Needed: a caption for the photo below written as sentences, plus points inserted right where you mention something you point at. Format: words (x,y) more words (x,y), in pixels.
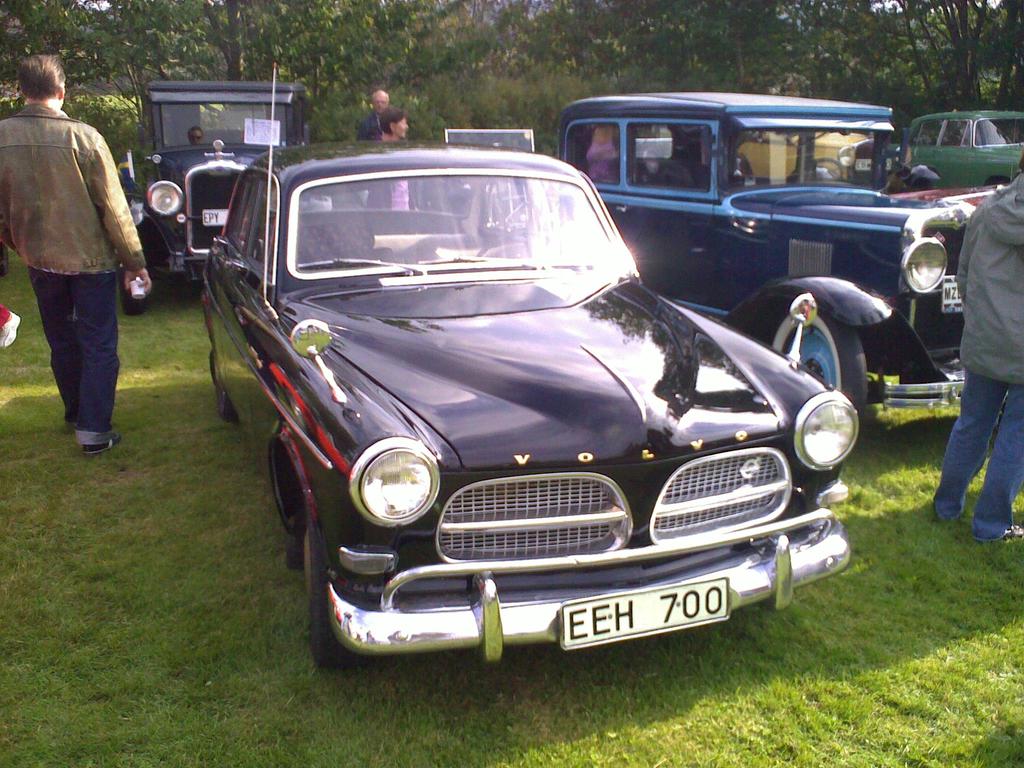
In this image there are vehicles (260,104), trees (360,116), people (21,183), grass (236,591) and objects (274,124). Land (237,575) is covered with grass (513,654).
